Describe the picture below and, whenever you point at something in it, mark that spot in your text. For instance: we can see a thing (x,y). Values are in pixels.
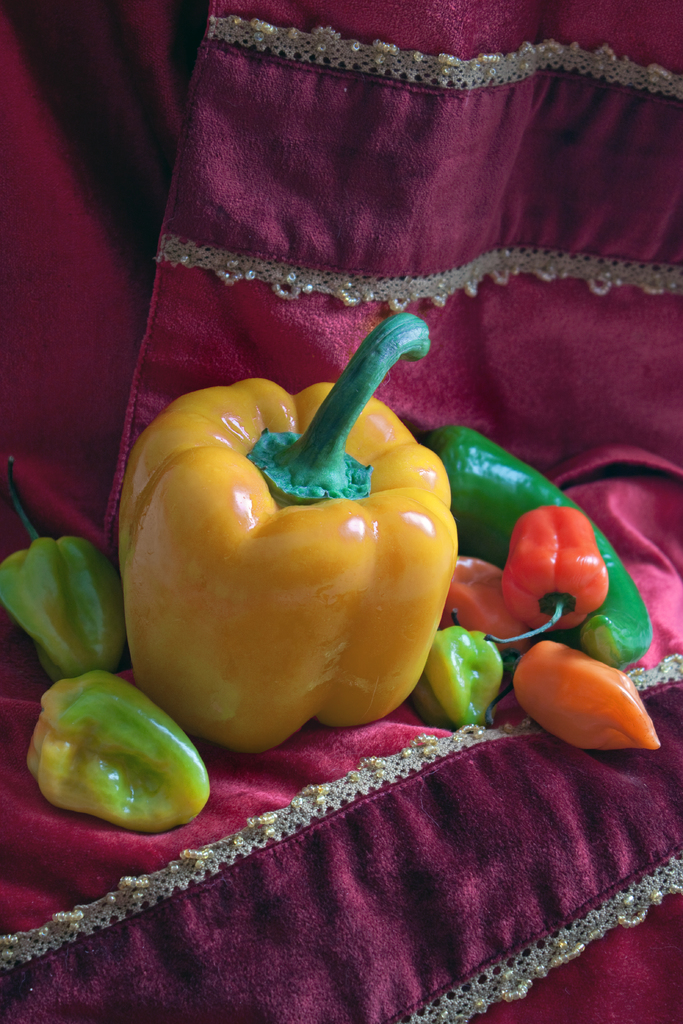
In the center of the picture (374,421) there are capsicum (228,708) and chilies (563,493), they are placed on a red colored cloth (432,839).
